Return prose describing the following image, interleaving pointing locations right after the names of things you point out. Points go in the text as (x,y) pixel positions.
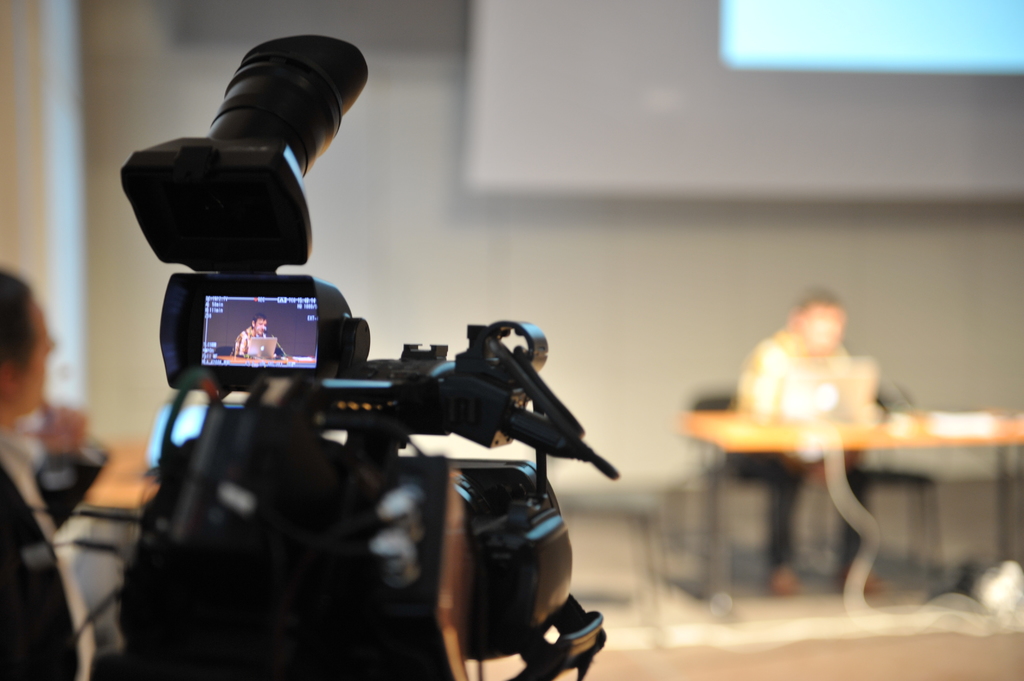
In this image we can see the camera (176,508). We can also see the person (26,641) on the left (76,609). The background (549,293) is blurred with a display screen (711,138), wall (707,220) and a person (781,378) sitting on the chair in front of the wooden table (833,432).
